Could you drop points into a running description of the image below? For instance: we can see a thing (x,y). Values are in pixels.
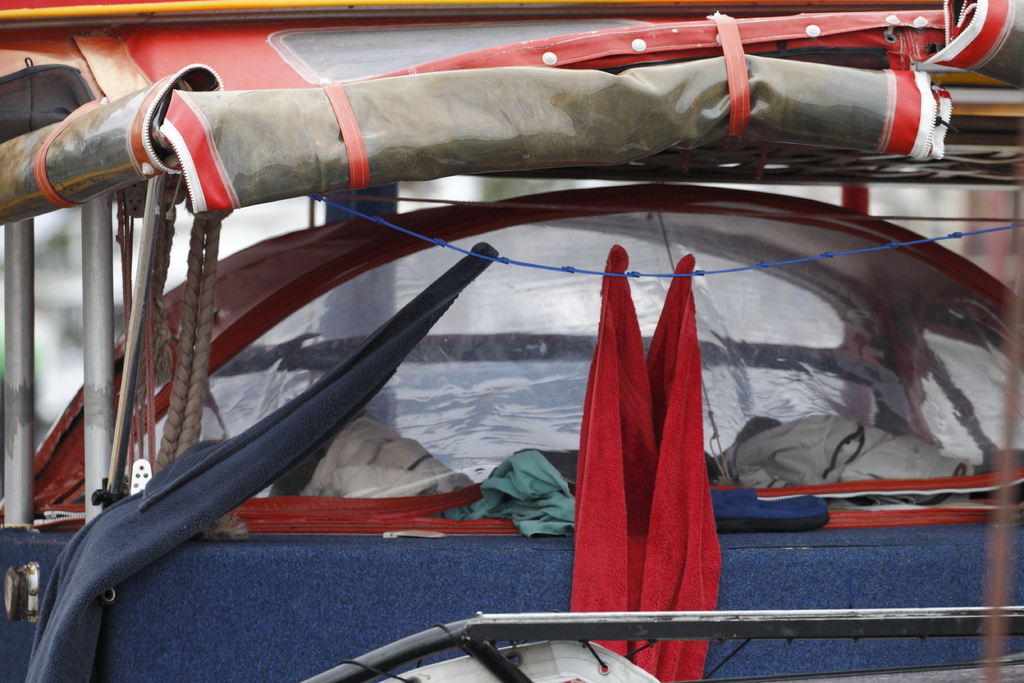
In this image there is a vehicle (578,224) having clothes (690,567). Left side (15,396) there are ropes (176,412) and metal rods (111,398). Bottom of the image (860,636) there is a metal rod (833,636). Behind a cloth (649,466) is hanging to the wire (955,237).
